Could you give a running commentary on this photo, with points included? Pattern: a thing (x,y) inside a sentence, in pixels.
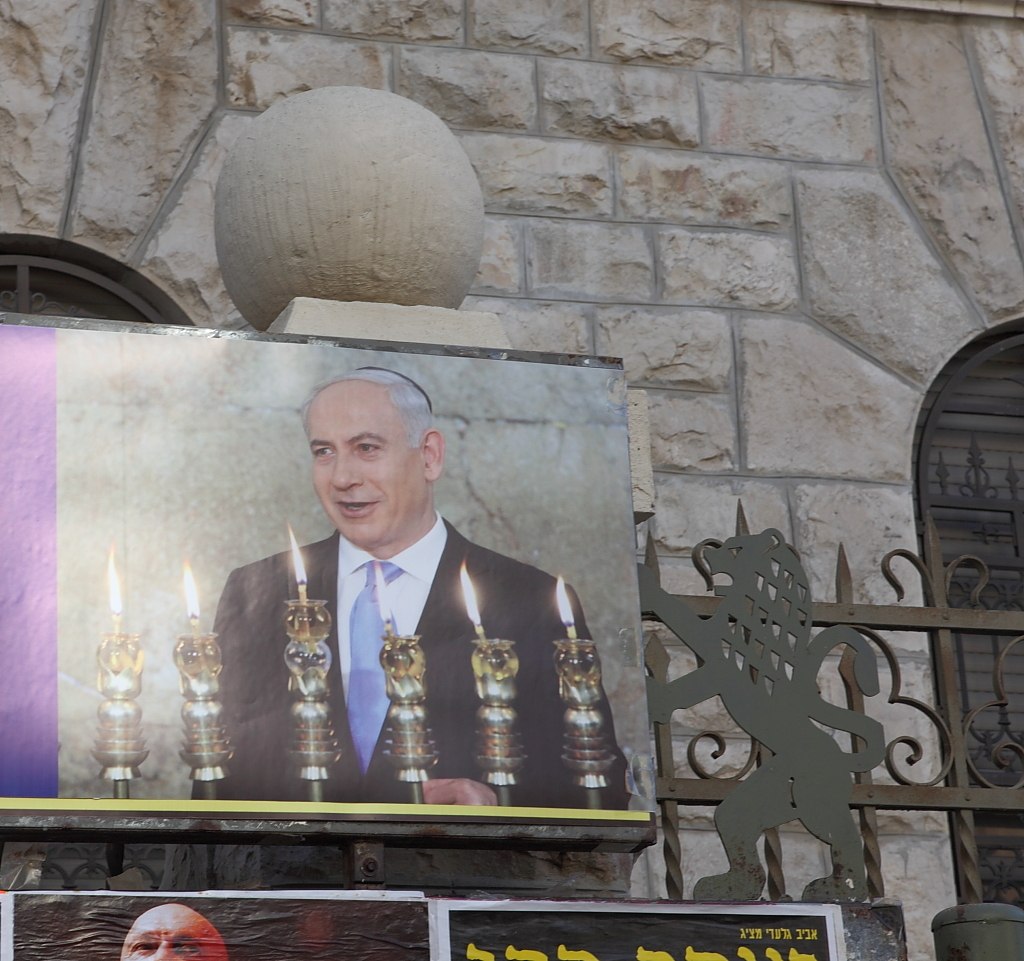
This is the photo frame (378,484) of the man (354,698). I can see the candles (386,638) in the candle stand (321,646), which are in front of the man (351,584). This looks like an iron grill (936,795). I think these are the posters (778,948). This is the building wall (694,245). I think here is the window (968,386).
